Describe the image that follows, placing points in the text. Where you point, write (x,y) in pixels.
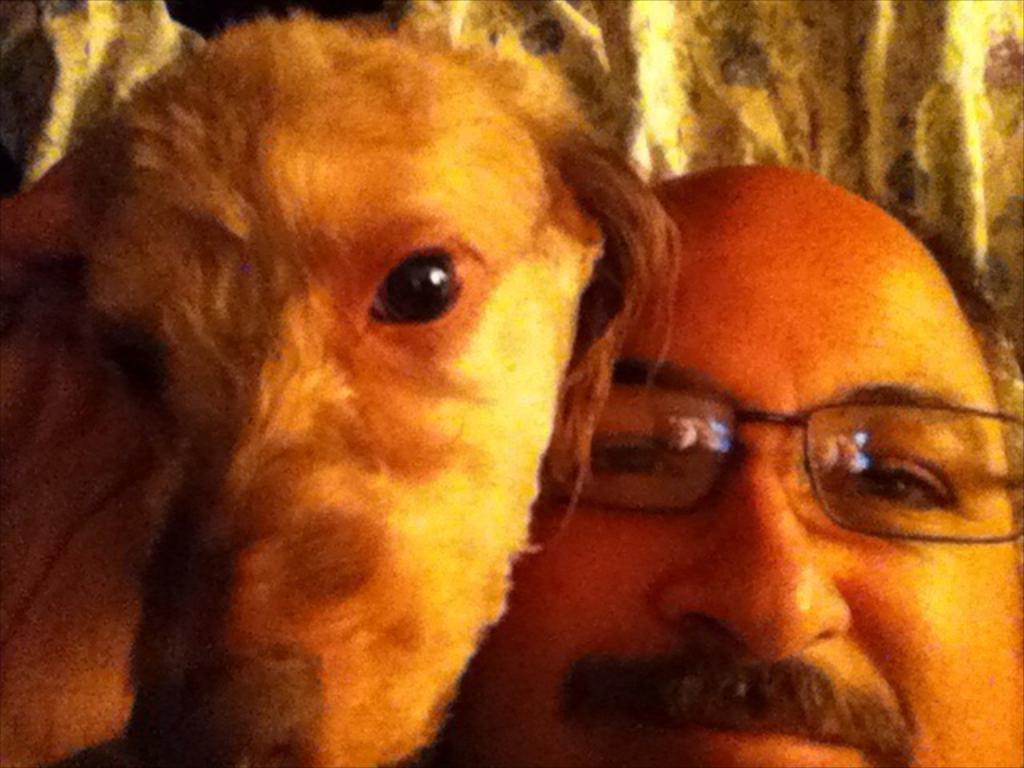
In this picture there is a man (685,567) smiling and wearing a spectacles (686,443). Beside him there is a dog (175,309). In the background (560,50) there is a pillow (728,73).
